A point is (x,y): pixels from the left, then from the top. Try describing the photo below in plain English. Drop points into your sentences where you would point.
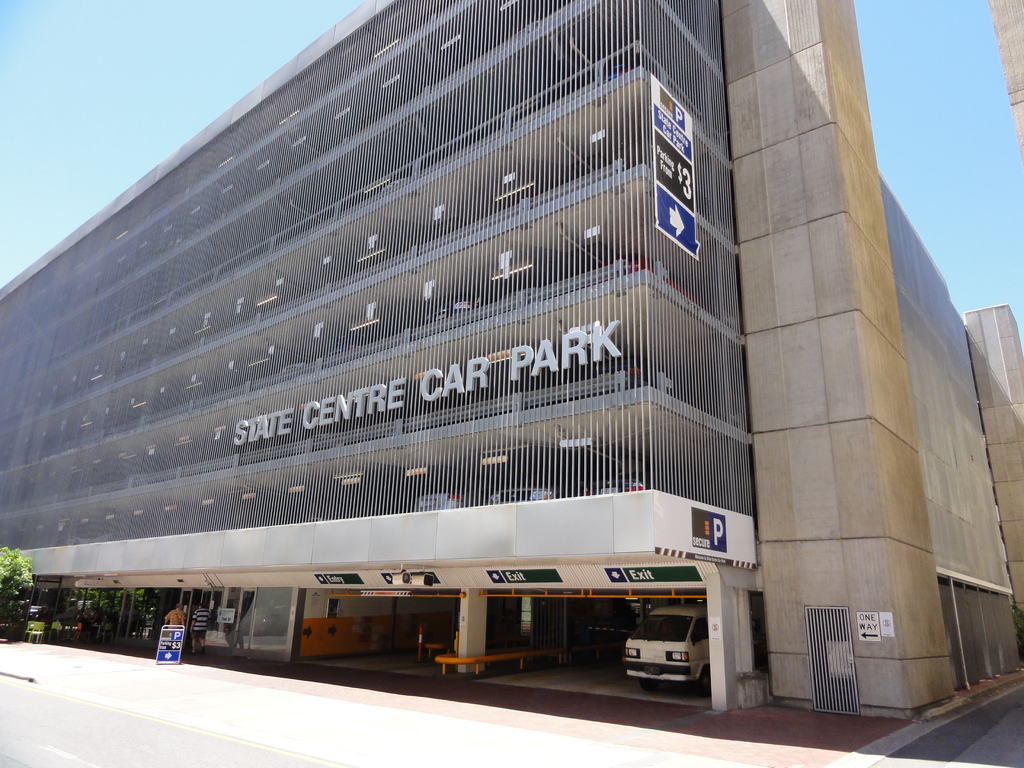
In this image I can see the vehicle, few persons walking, trees (14,568) in green color and the building (822,390) is in cream color. In the background (232,66) the sky (171,70) is in blue color.
